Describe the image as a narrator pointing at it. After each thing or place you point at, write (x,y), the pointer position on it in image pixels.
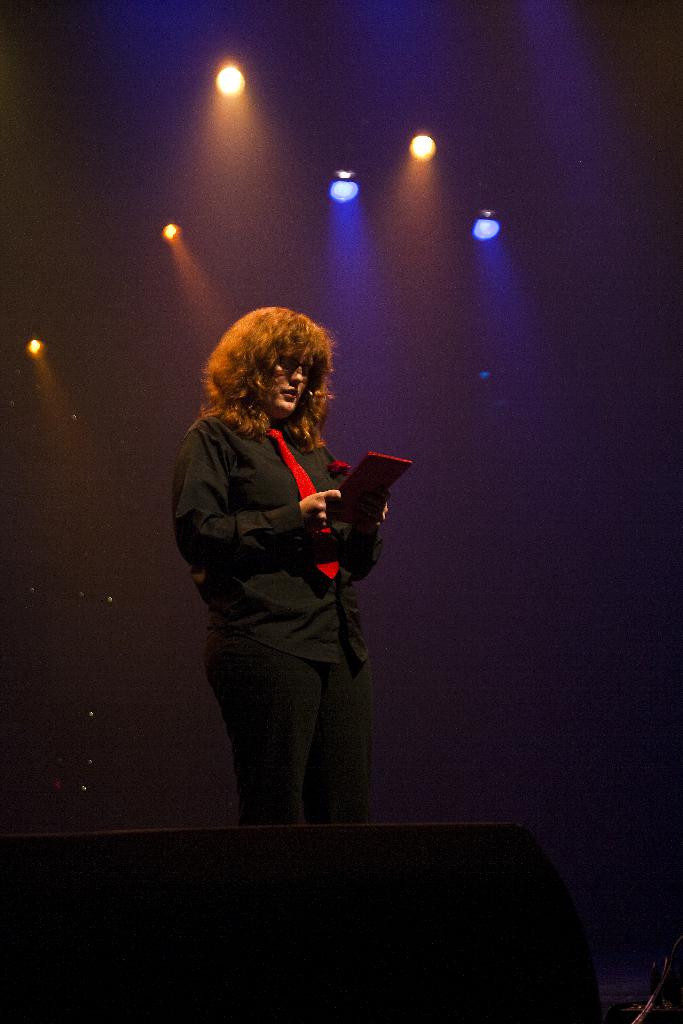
In this picture we can observe a person (288,756) standing wearing black color dress (253,560) and red color tie (295,472). In the background (50,390) we can observe yellow and blue color lights (420,145).
